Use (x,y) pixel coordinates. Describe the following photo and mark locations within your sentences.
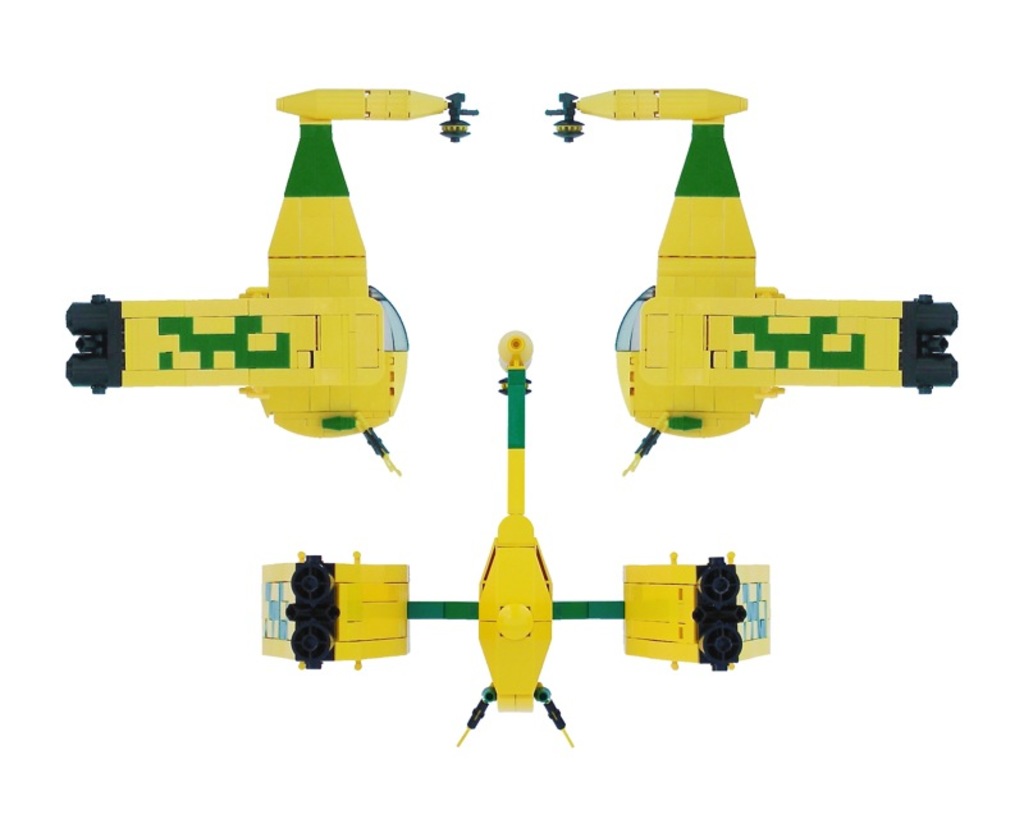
In this image I can see few toys (620,372) made up of building blocks (523,690). The background (298,790) is white in color.
